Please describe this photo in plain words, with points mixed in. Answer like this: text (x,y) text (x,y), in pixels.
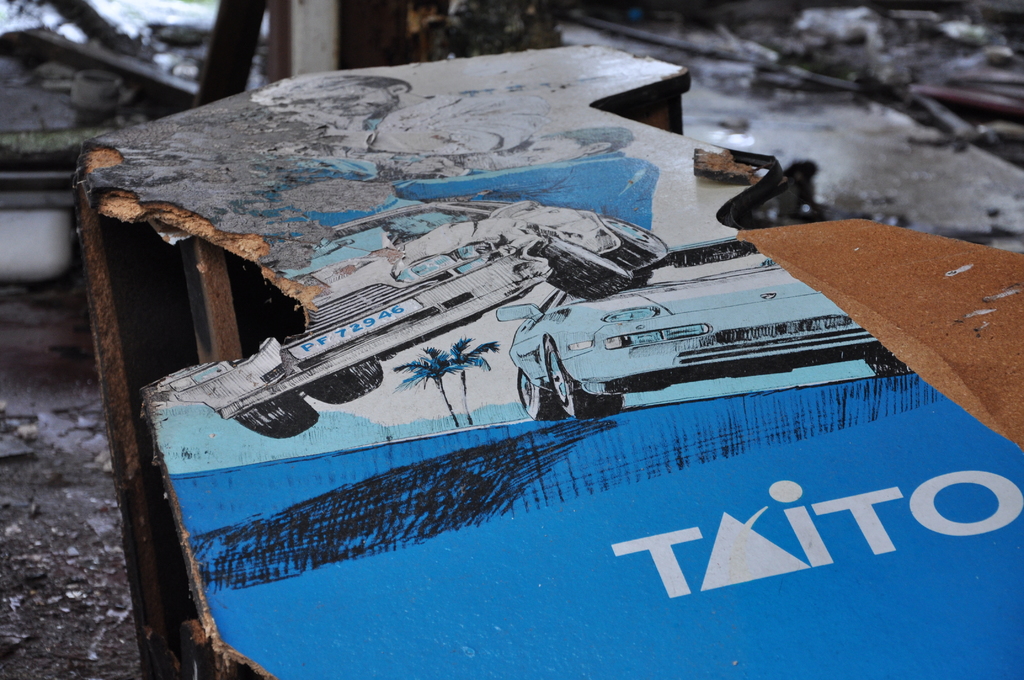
In this image we can see a wooden piece (372,98) with poster (398,584) of car (583,325) and some text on it in the foreground (549,313). And there is a floor (14,660) at the bottom (19,679).
